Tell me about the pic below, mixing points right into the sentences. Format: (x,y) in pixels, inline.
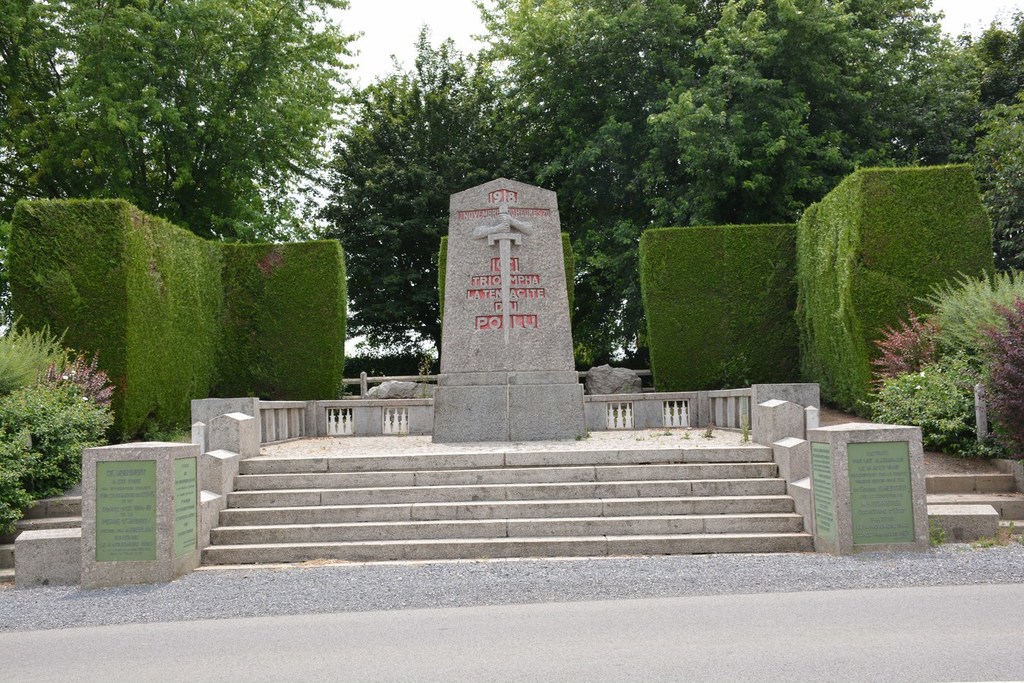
In this picture there is a stone (531,386) in the center (481,279). On the stone (497,317), there is a sword (487,236) and text (493,270) engraved on it. Before it, there are stairs (478,516). Towards the left (73,356) and right, there are plants (976,295). On the top (334,125) there are trees (732,76) and sky (443,27).
